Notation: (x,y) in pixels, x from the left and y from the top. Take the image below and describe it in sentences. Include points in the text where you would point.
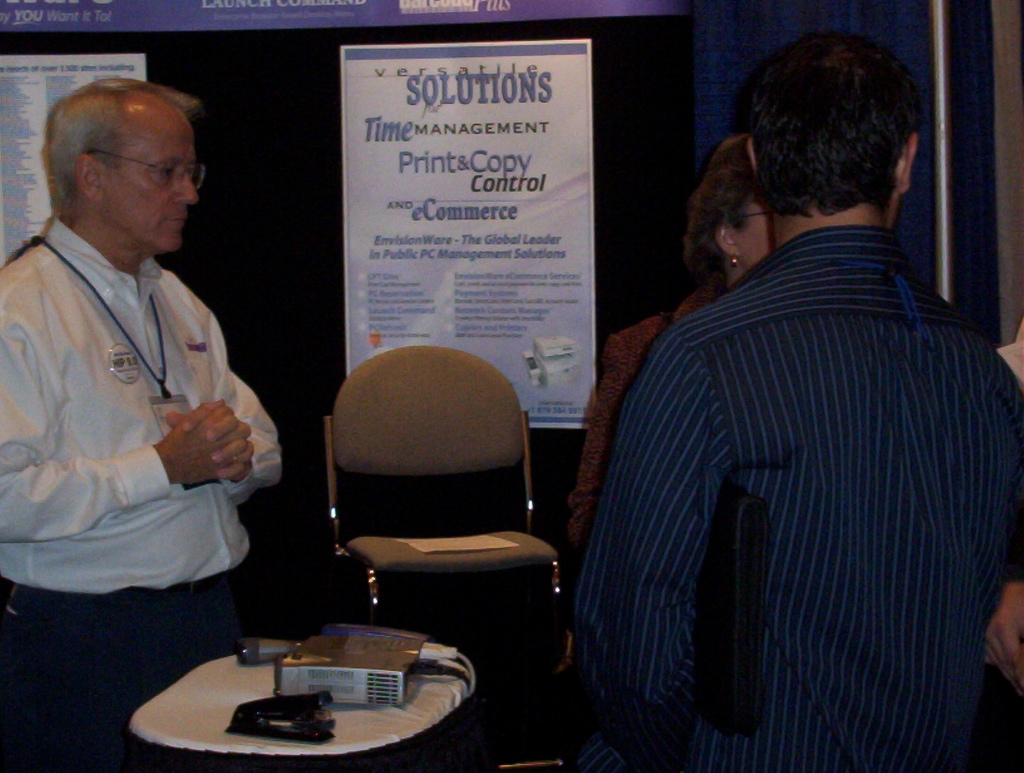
In this image there are group of persons (665,489) who are standing at the middle of the image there is a projector (339,696) on the table (436,702) and at the background of the image (270,162) there is a black color sheet (289,157).
